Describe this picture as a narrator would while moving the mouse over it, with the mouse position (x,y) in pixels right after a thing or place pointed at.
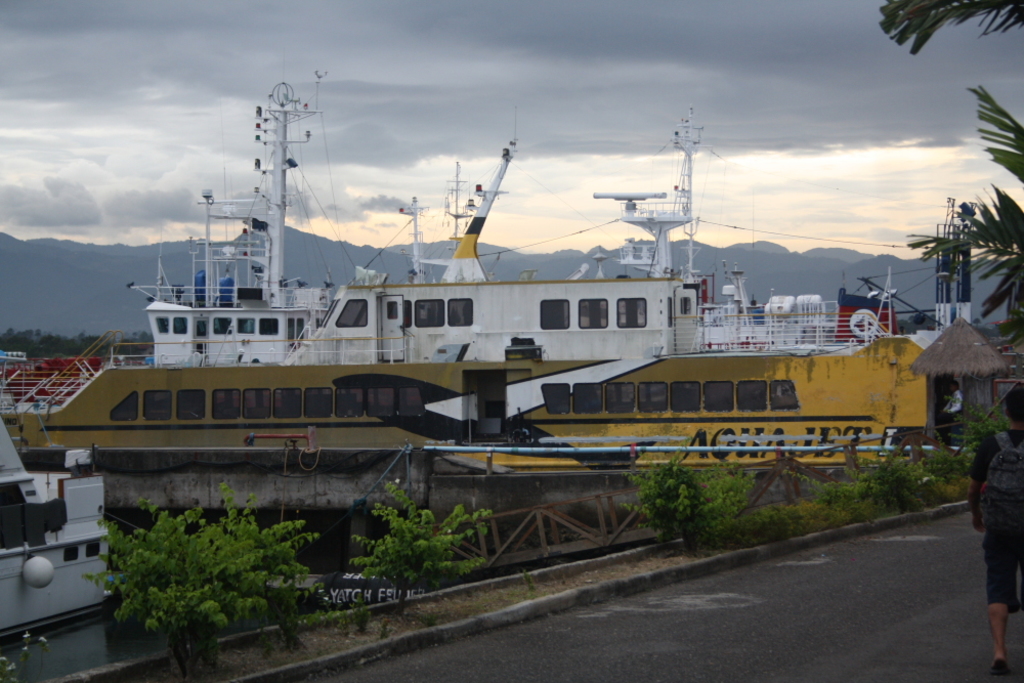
In this picture we can observe a ship (355,408) which is in yellow and white color. We can observe some ships (70,564) here. There are some plants (369,543). In the right side (801,639) we can observe a road (751,632). There is a person (999,561) walking. In the background (481,259) there are hills (292,261) and a sky (450,144) with clouds (580,137).
